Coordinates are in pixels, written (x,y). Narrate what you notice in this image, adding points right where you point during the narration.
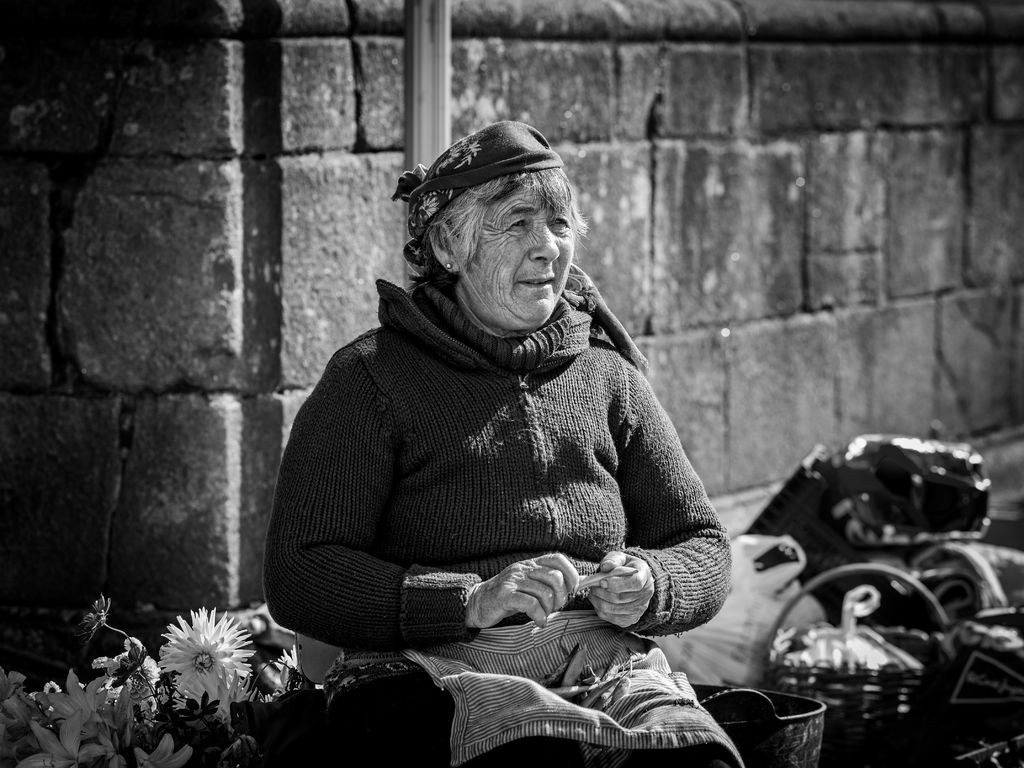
In this image there is a woman (596,530) sitting on the bottom of this image (511,623) and there are some baskets (854,571) and some other objects (809,561) are kept on the bottom right corner of this image (825,602). There are some flowers (146,655) kept on the bottom left corner of this image (136,676) and there is a wall (561,122) in the background (709,184). There is one pole (439,106) as we can see on the top of this image (425,101).
